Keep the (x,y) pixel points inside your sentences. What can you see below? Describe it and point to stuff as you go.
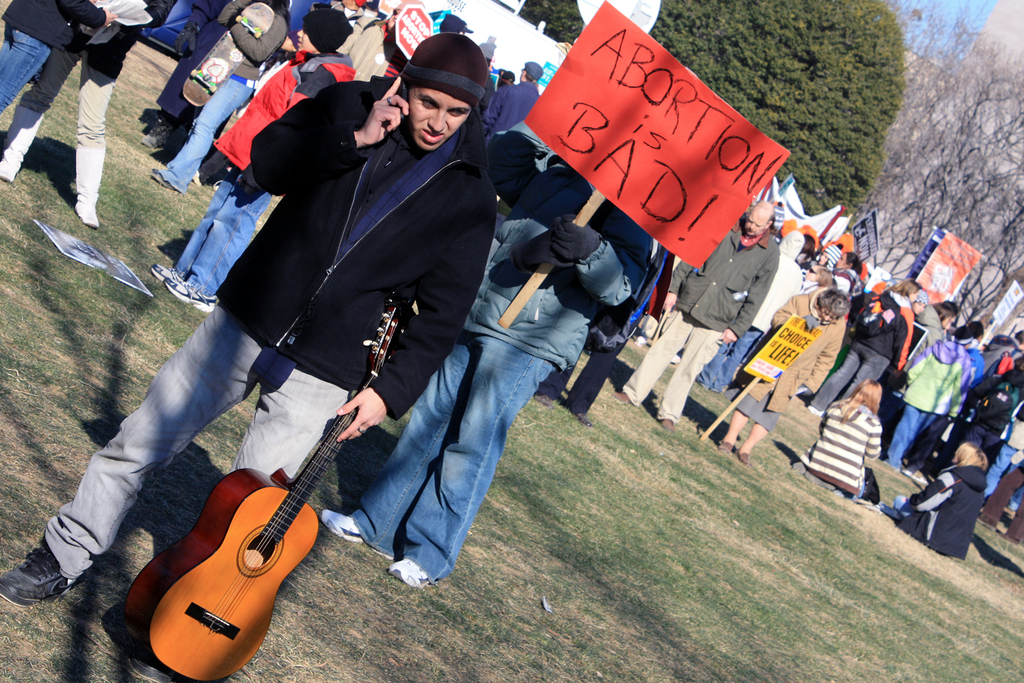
In the picture there are several people (867,352) with banner (579,61) saying abortion is bad. The floor (682,477) is grass field (664,607) and man (369,229) in front (287,295) with black jacket (355,339) holding a guitar (206,664) and in the background (809,113) there are several trees (820,131).
